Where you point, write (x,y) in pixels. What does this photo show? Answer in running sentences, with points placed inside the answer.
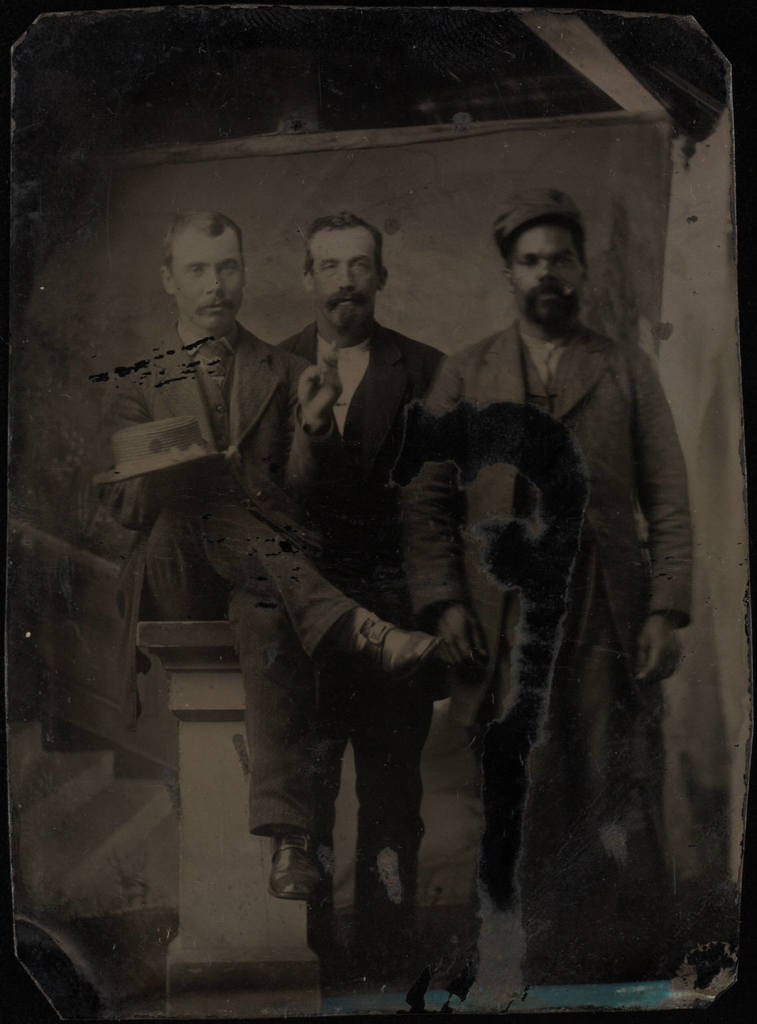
In this image I see a picture which is of black and white color and I see 3 men (352,240) in which this man (188,400) is sitting and I see that all of them are wearing suits (395,421).
